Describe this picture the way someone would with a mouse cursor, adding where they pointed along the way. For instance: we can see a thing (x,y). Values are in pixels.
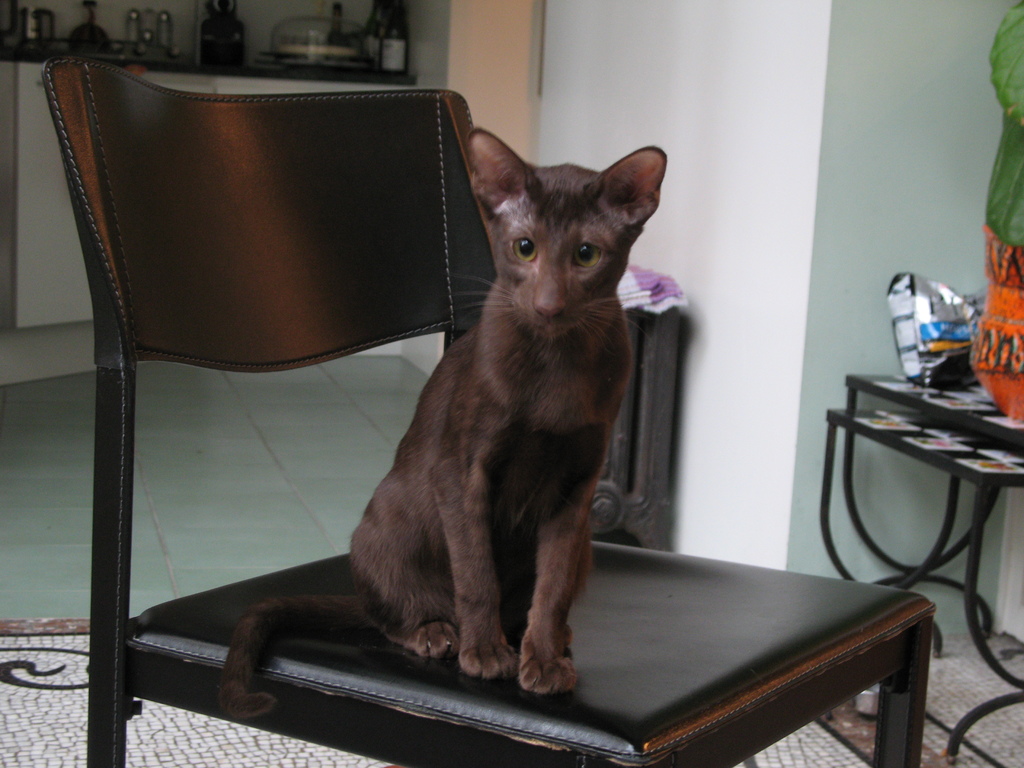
In this image I can see a cat (474,534) sitting on the chair (697,612). At the right (927,339) there are some objects (1021,374) on the table (948,441). In the background (291,51) there are some objects (317,50) in the cupboard (331,83).
